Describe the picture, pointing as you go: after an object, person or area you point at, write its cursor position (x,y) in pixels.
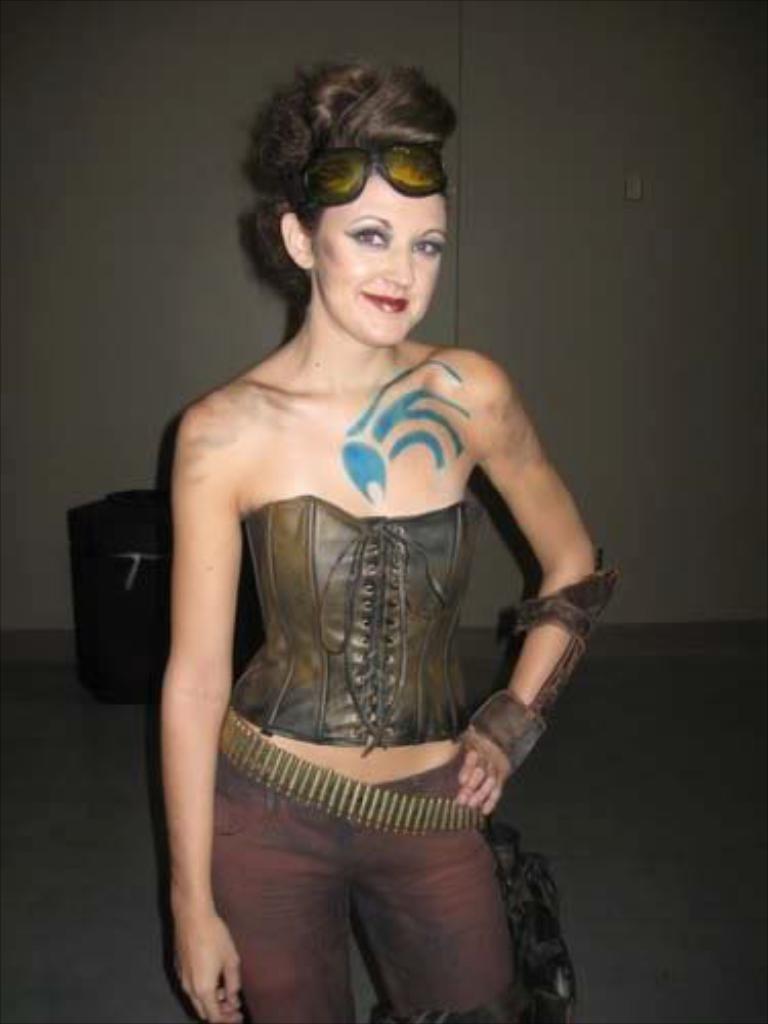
In this picture we can see a woman (208,768) smiling and standing. In the background (131,761) we can see an object (151,695) on the floor (588,757) and the wall (626,239).
